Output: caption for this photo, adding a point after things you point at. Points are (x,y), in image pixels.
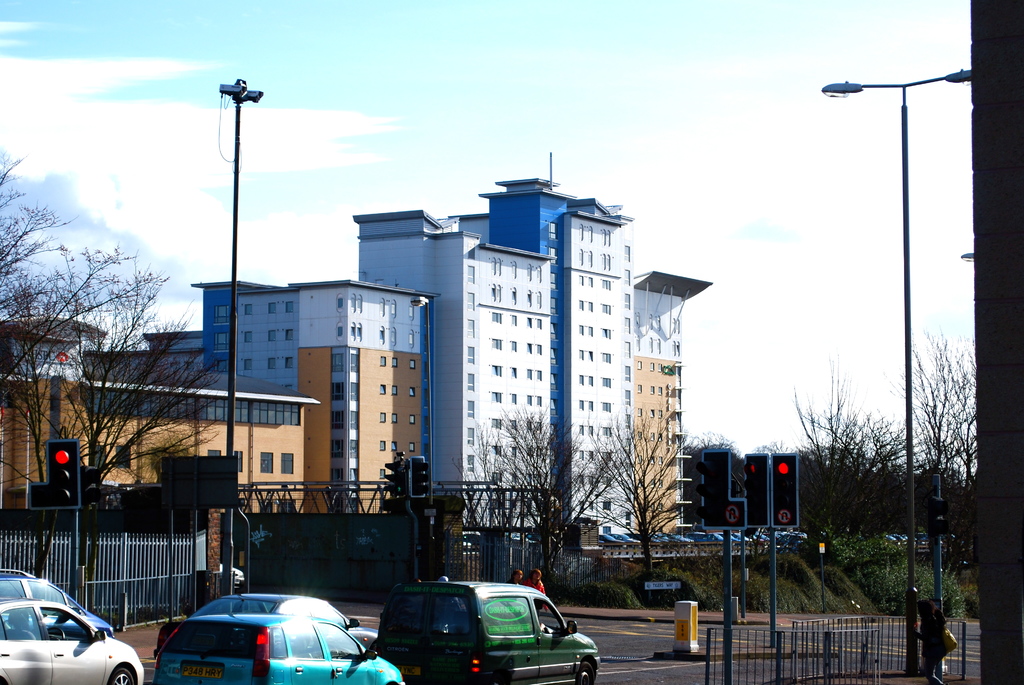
This image is taken outdoors. At the top of the image (75,141) there is a sky (142,150) with clouds (60,93). At the bottom of the image (650,659) there is a road (610,659) and a few cars (300,624) are moving on the road (622,632). In the middle of the image (437,421) there are a few buildings (437,421), railings (131,566), poles (744,616) with street lights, signal lights (796,513), trees (810,542) and plants (896,567). On the right side of the image (817,633) there is a railing (802,643).
